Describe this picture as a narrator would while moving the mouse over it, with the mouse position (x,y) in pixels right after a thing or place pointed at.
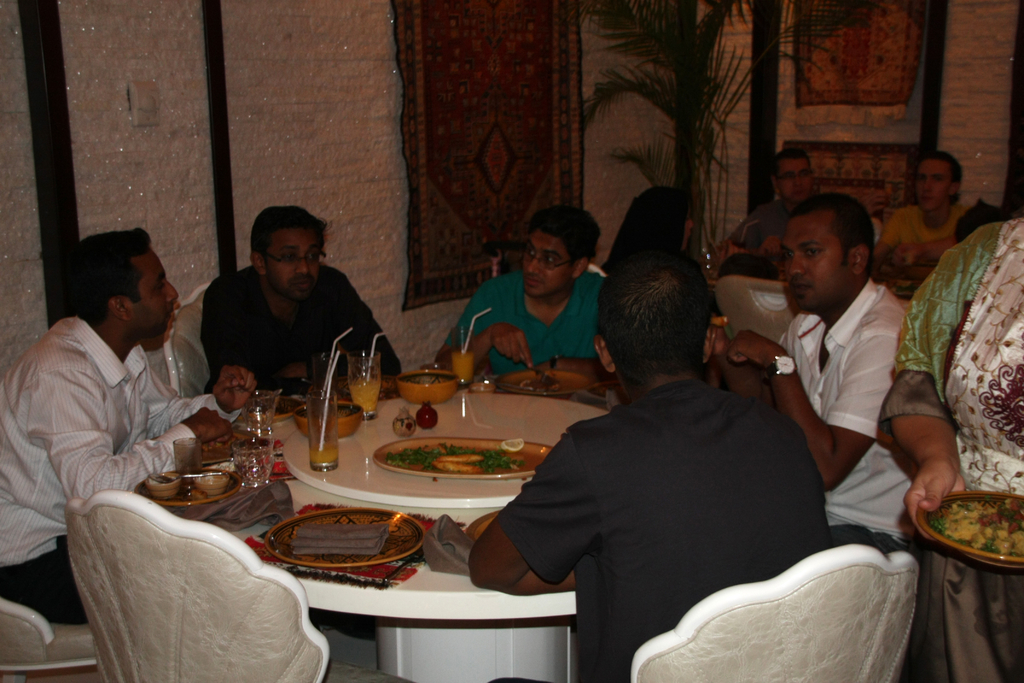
This picture is clicked inside the room (279,624). Here, we see many people (729,437) sitting on chair (816,599) around the table (246,533). On the table (381,490), we see plate (440,474), bowl (449,395), glass (326,361). Behind them, we see a wall (326,141) which is white in color and a curtain (581,111) and beside that, we see tree (694,151).
